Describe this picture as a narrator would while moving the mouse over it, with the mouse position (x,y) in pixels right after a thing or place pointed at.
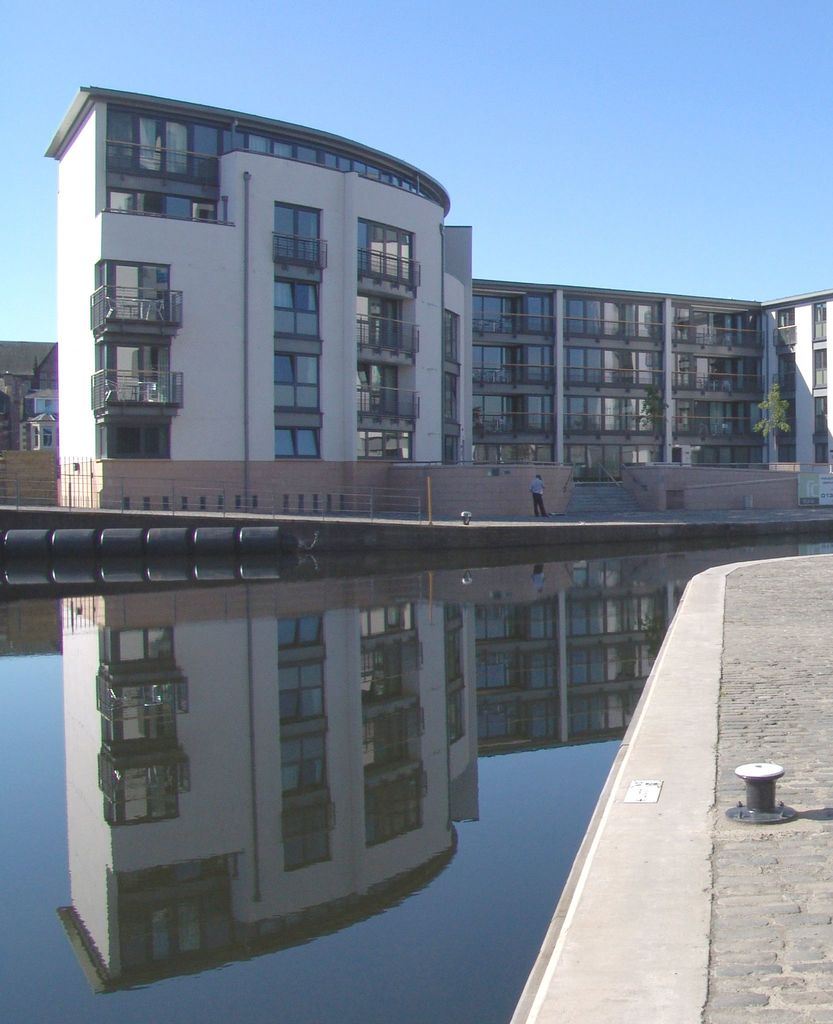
In this picture there is a building (519,316) and there is a person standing at the staircase (591,508) and there is a railing (369,510) and there is a tree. At the top (318,82) there is sky (534,0). At the bottom (403,1006) there is water (511,798) and there is a reflection (459,654) of building (797,450) and sky (539,820) on the water (508,807).
